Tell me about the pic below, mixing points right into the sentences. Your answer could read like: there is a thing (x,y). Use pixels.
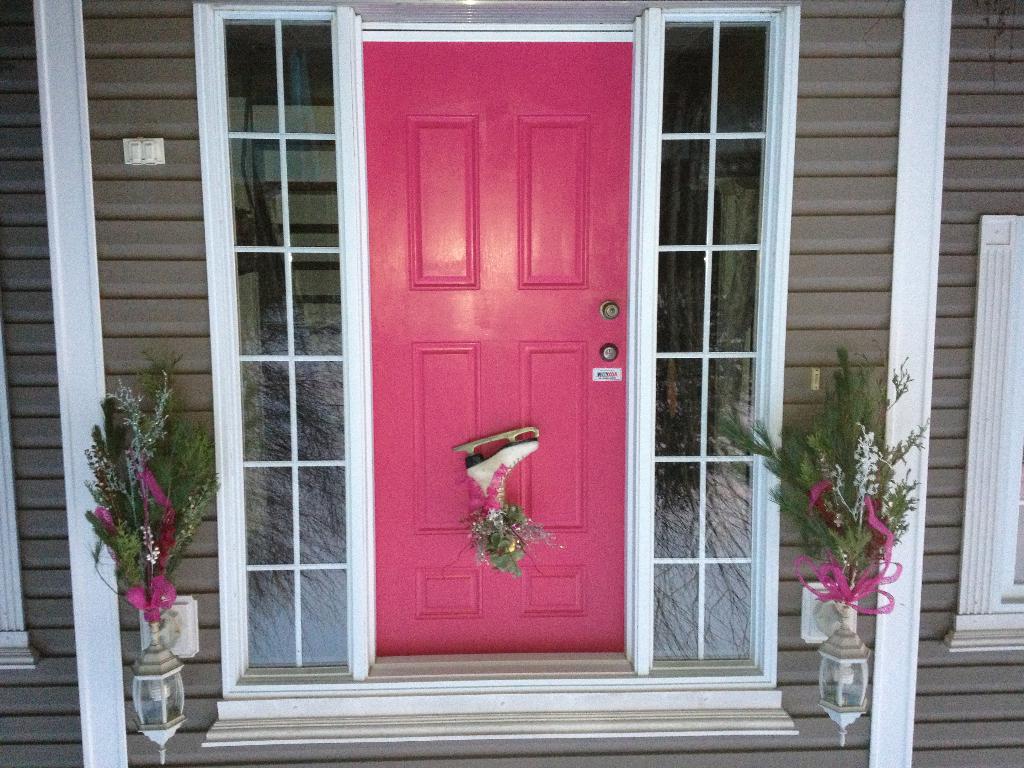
In this image, we can see a door (569,318) and there are flower vases (872,470), lights (157,670) and we can see a switch board (156,153) on the wall (170,320) and there are windows (693,622).
